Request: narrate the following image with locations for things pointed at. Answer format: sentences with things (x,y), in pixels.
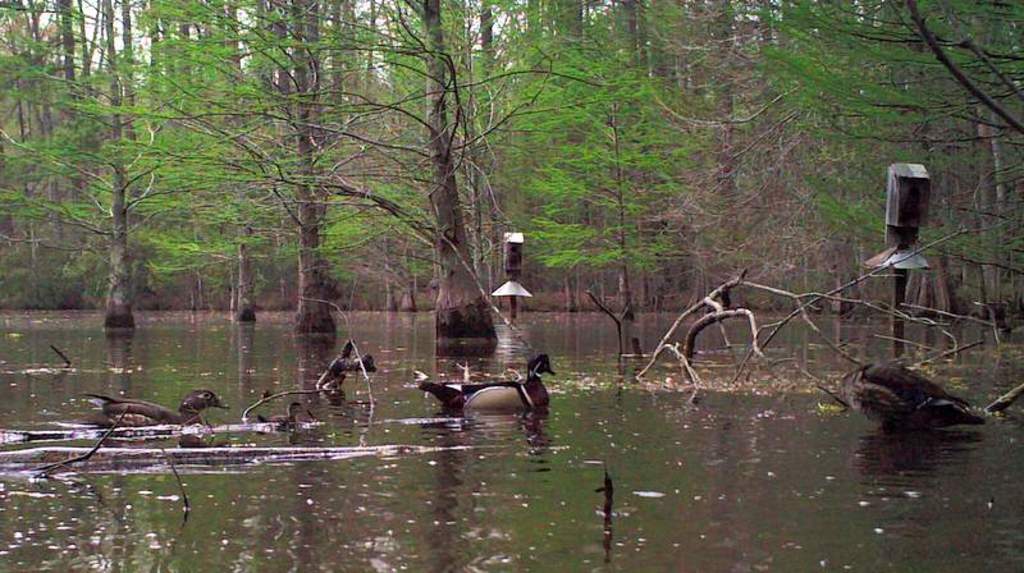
At the bottom of the image (768,486) I can see the water (768,486). It is looking like a swamp (271,455). Here I can see few birds (463,402), sticks (904,316) and some poles (901,325) in the water (356,394). In the background (266,149) there are some trees (266,149).
